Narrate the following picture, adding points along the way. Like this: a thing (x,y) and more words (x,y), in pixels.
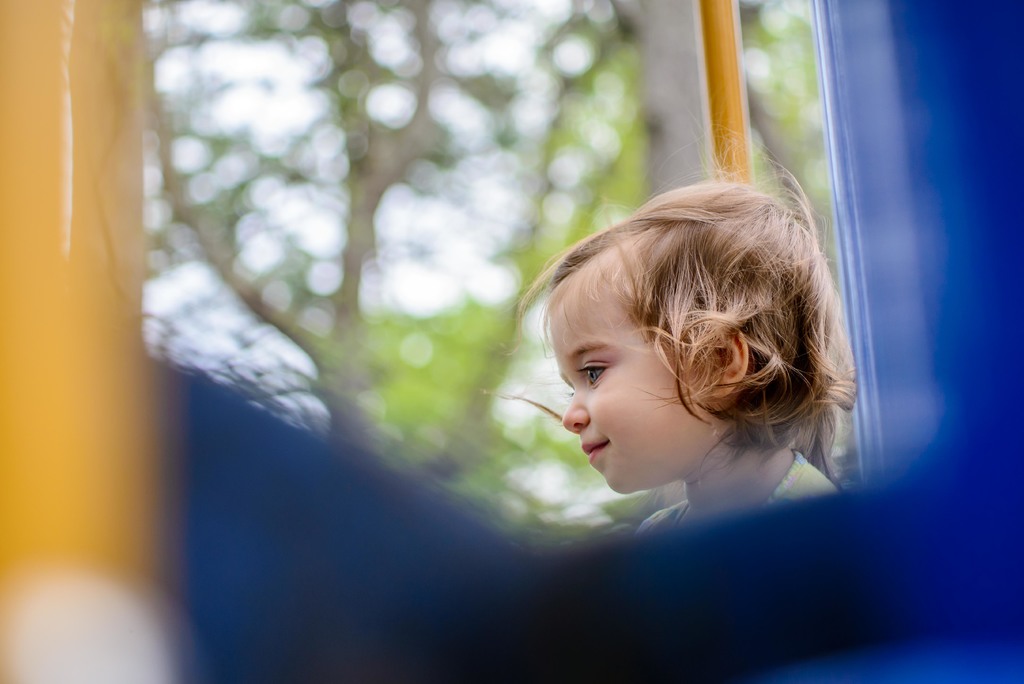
In this image I can see a baby (729,400) wearing white colored dress (810,470) and an object (602,559) which is yellow and blue in color which is blurry. In the background (840,442) I can see a tree (501,140) and the sky (424,252).
